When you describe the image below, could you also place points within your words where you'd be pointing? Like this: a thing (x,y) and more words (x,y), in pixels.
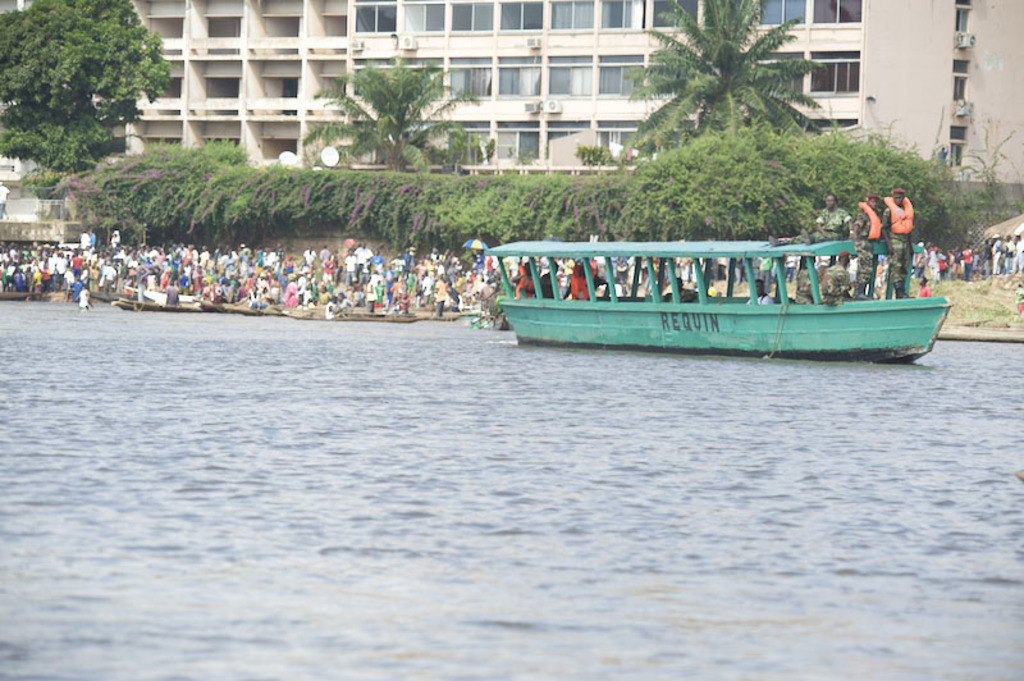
In this image there is the water (420,541). There is a boat (676,304) on the water (386,585). There are people (828,276) on the boat (731,289). Behind the boat (702,282) there are many people (210,250) standing on the ground (916,283). In the background (369,228) there are buildings (146,132) and trees (707,60). There is grass (954,298) on the ground (1002,283).
